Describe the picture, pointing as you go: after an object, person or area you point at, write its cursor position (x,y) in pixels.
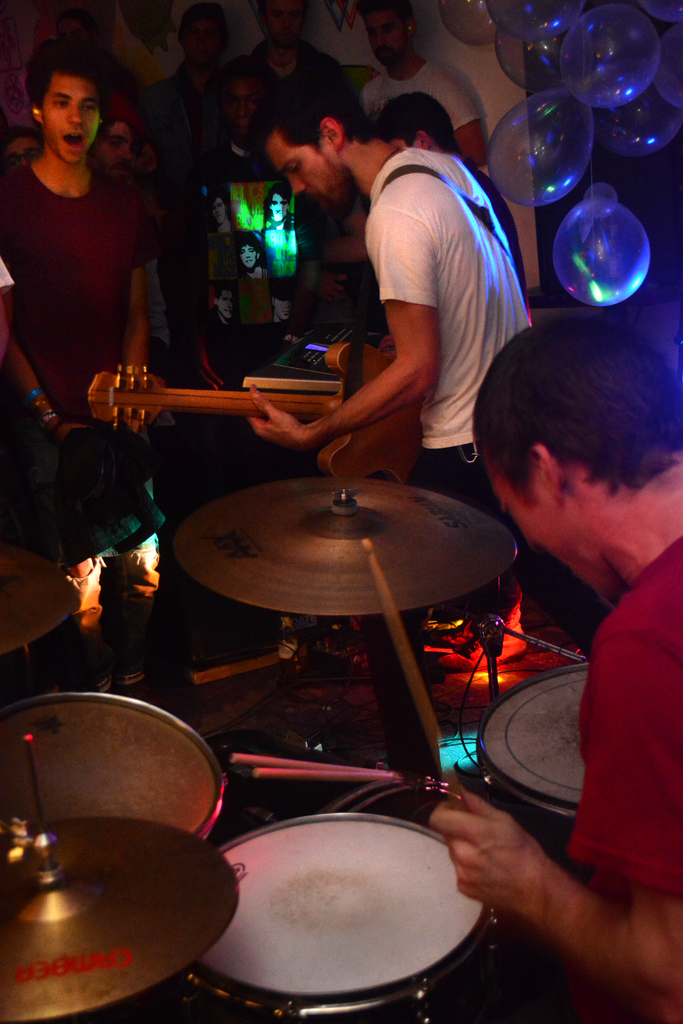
Here the two persons (498,263) are playing the musical instruments (402,424) the right side (575,145) there are balloons (575,163). The left side (121,223) few people (212,228) are standing.
